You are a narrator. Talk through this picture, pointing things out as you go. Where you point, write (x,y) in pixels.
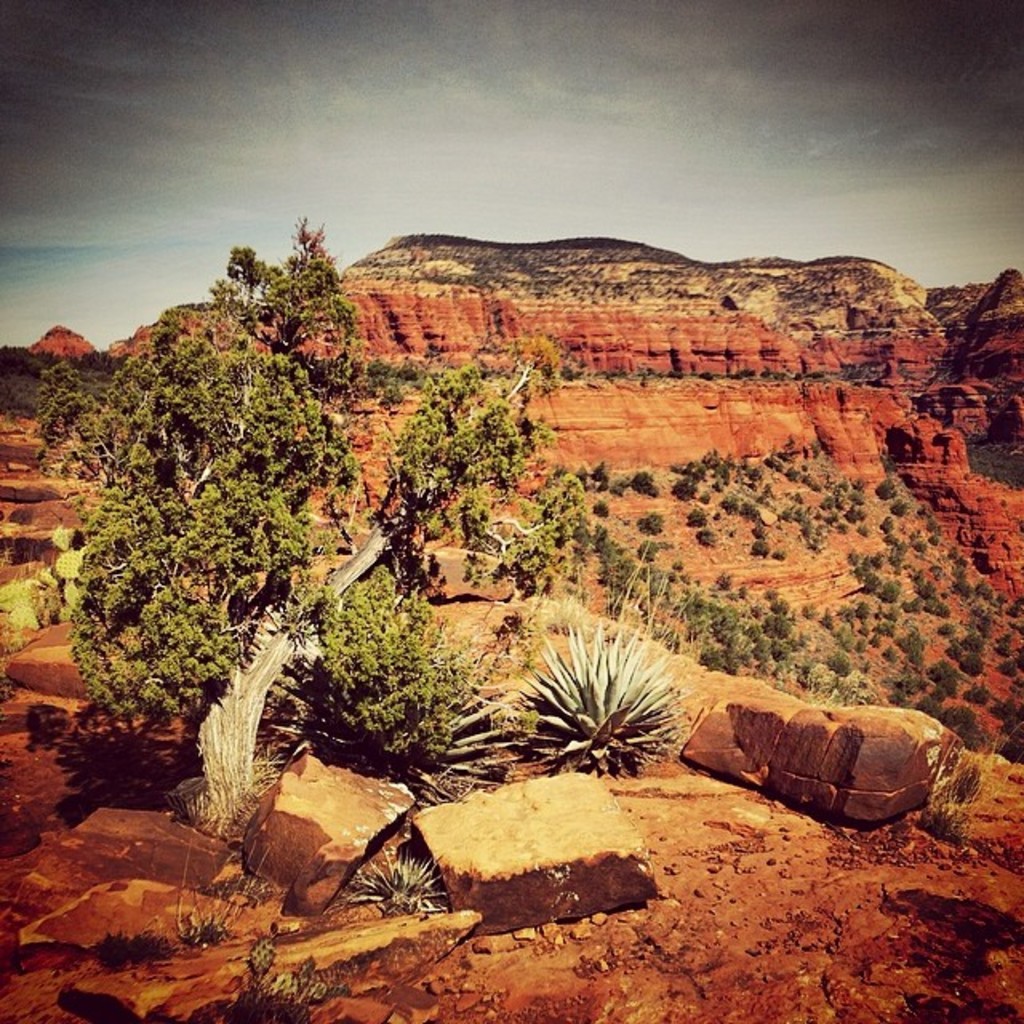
In this image I can see there are few rocks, plants (543,744), trees (429,709) and mountains (592,421) in the background (719,375) and the sky (383,122) is cloudy.
